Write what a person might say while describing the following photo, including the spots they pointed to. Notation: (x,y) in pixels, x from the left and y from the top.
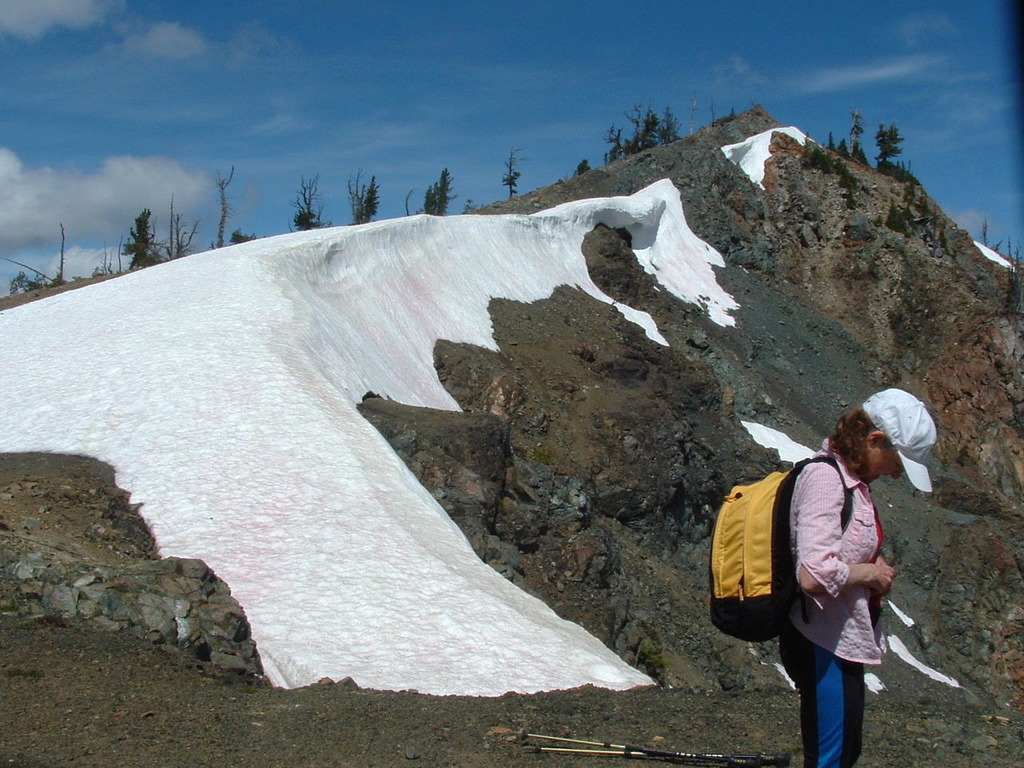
A person (864,580) is standing in front (860,535) wearing a white cap (911,455), black and yellow bag (751,575). At the back (379,262) there are mountains (535,346), snow (343,539) and trees (62,240).
